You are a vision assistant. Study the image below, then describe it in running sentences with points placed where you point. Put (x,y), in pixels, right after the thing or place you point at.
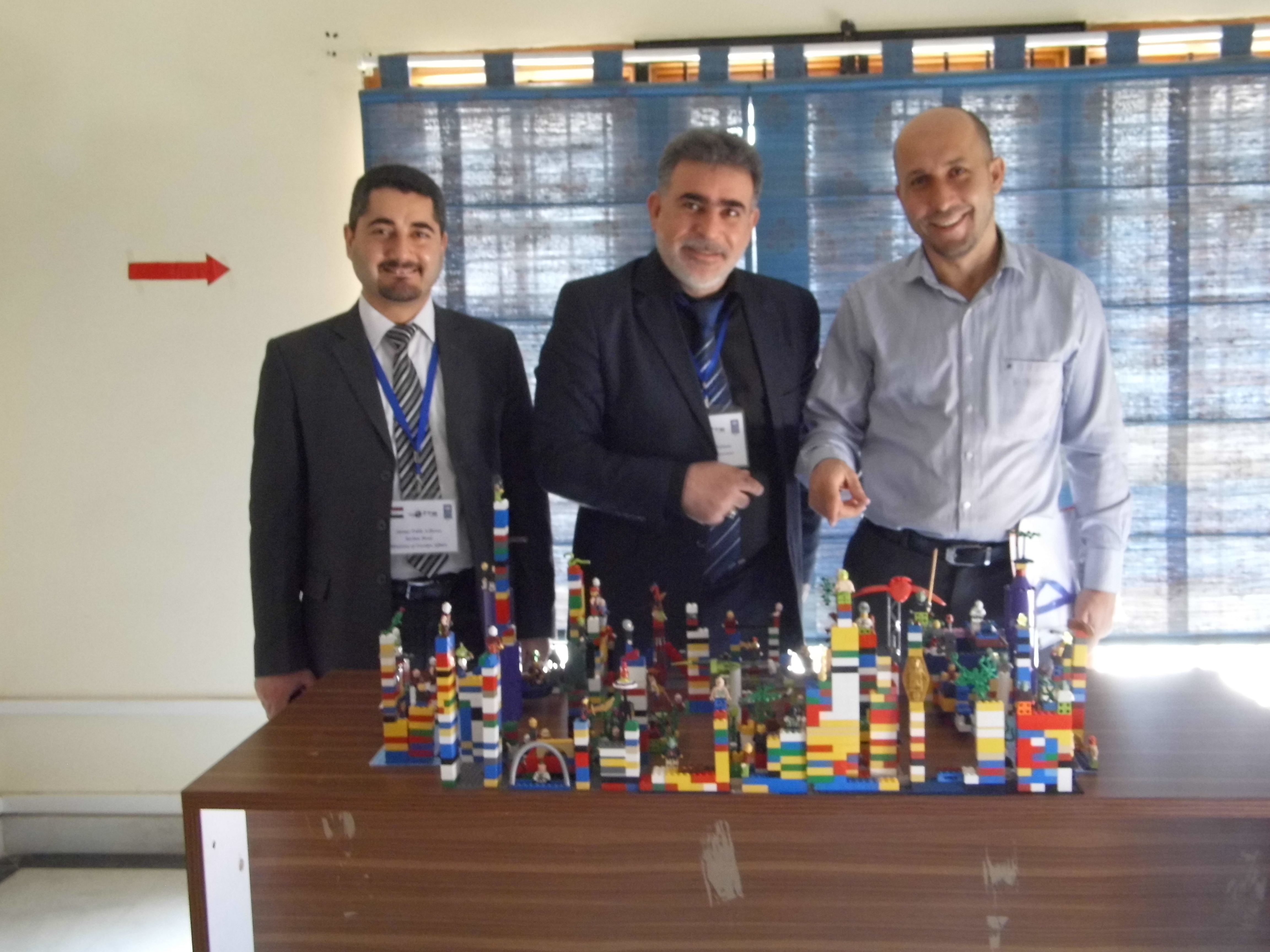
In this image we can see there are people (949,234) standing. There are objects (573,723) on the table (492,887). There is a wall (116,350).
